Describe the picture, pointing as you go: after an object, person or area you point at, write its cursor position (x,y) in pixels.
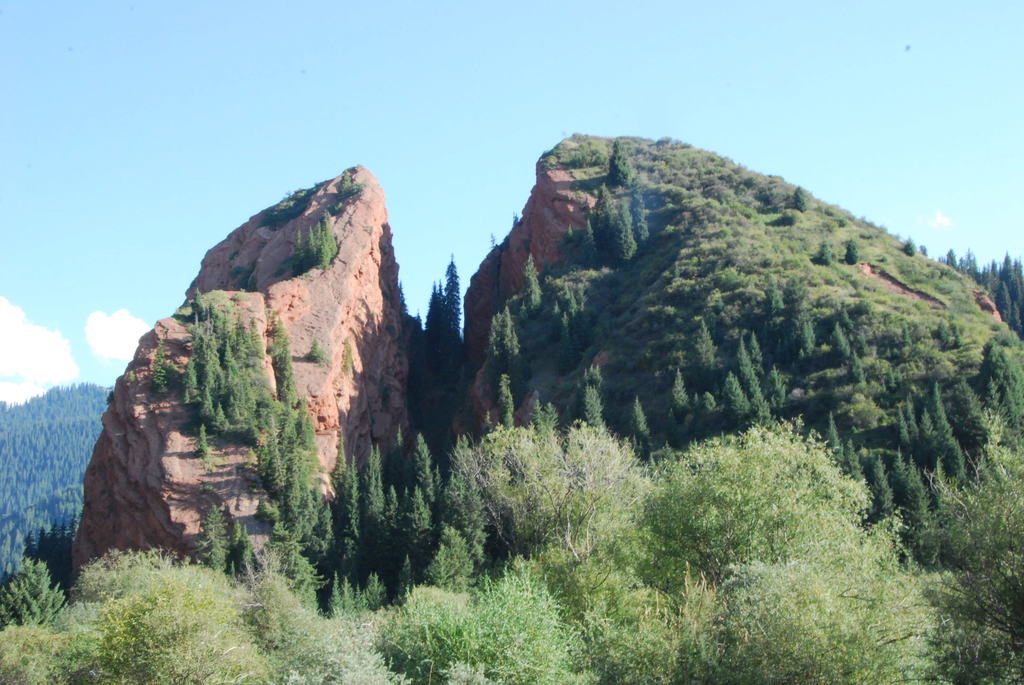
There is a hill (570,195) and it is partially covered with greenery (617,286) and in front of the hill (160,522) there is thick grass (951,597) and plants (503,537) and in the background (435,105) there is a sky (610,80).
